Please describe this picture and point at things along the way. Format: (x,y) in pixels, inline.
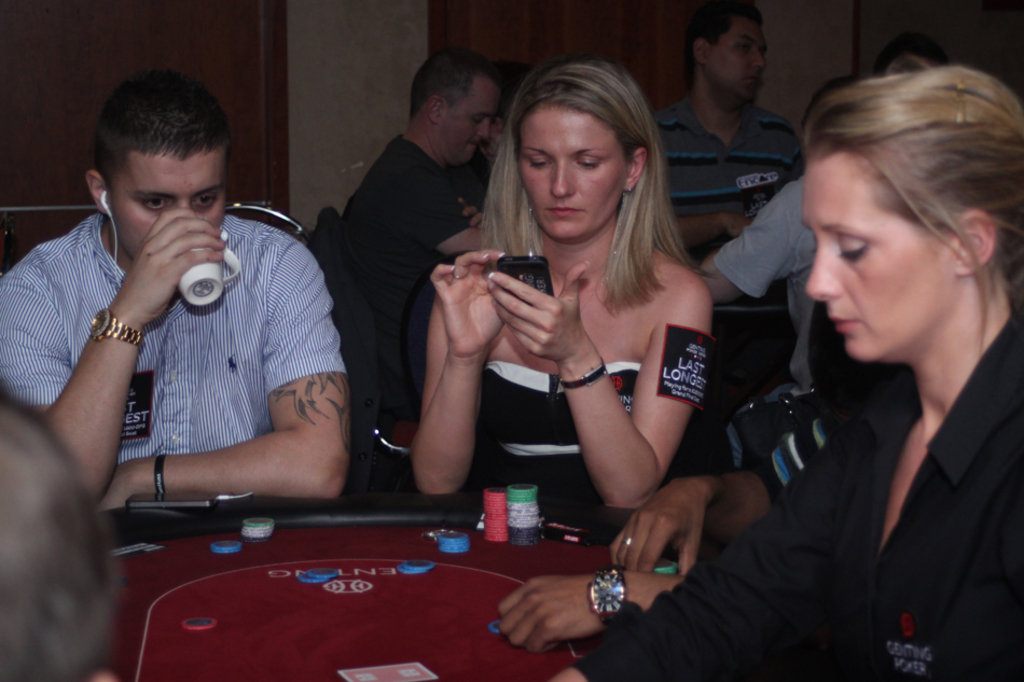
In this image I can see number of people (727,119) are sitting on chairs (353,323). Here I can see a man (151,271) is holding a cup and a woman (576,282) is holding a phone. On this table (393,545) I can see number of coins (523,520).
